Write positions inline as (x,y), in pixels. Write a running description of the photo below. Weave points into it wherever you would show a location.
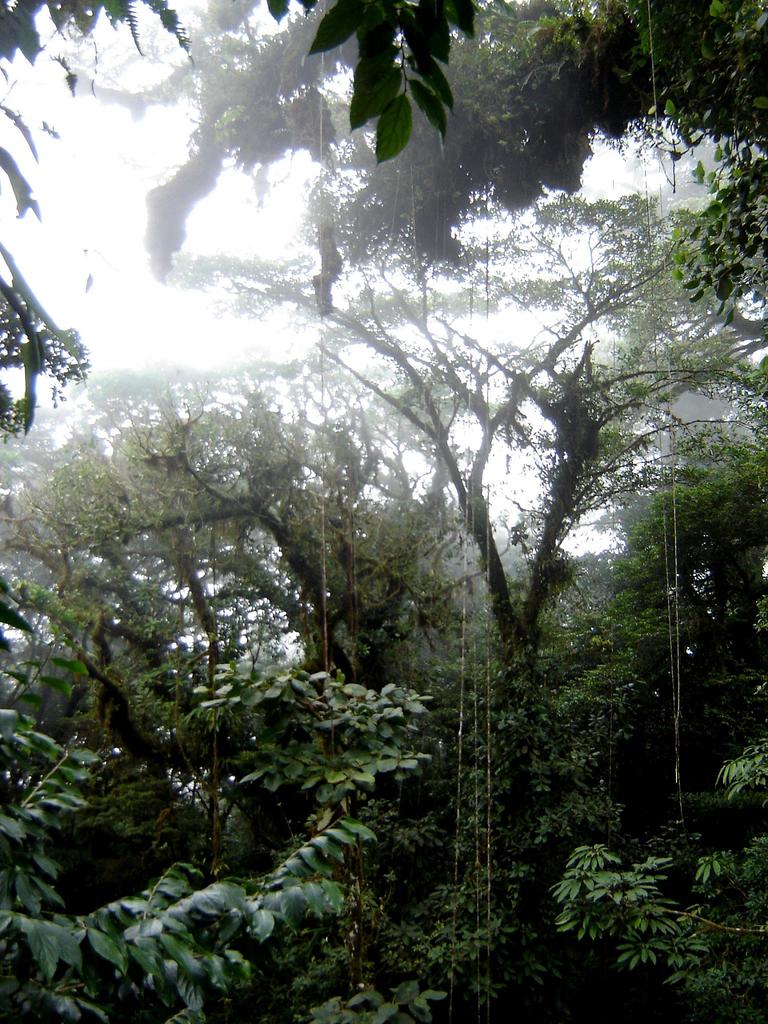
In this image we can see few trees (336,671) and the sky (218,308) in the background (489,277).
